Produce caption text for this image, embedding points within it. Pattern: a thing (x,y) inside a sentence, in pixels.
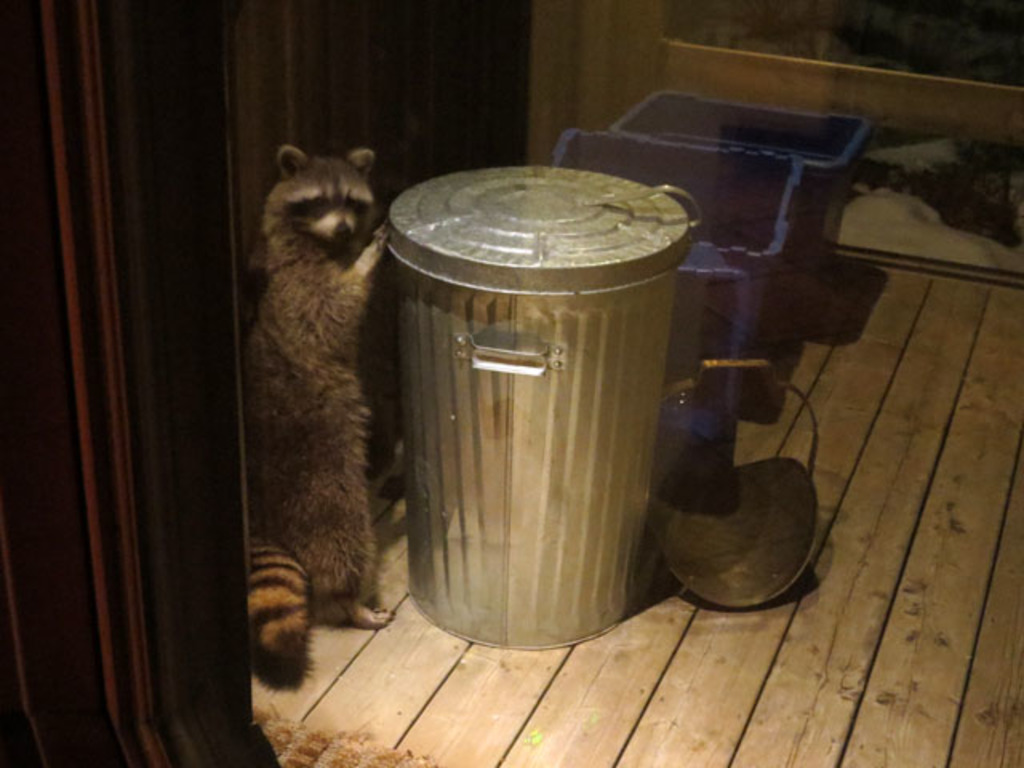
In this image we can see an animal (346,416) standing on the floor (383,632) and holding the bin (510,273).
